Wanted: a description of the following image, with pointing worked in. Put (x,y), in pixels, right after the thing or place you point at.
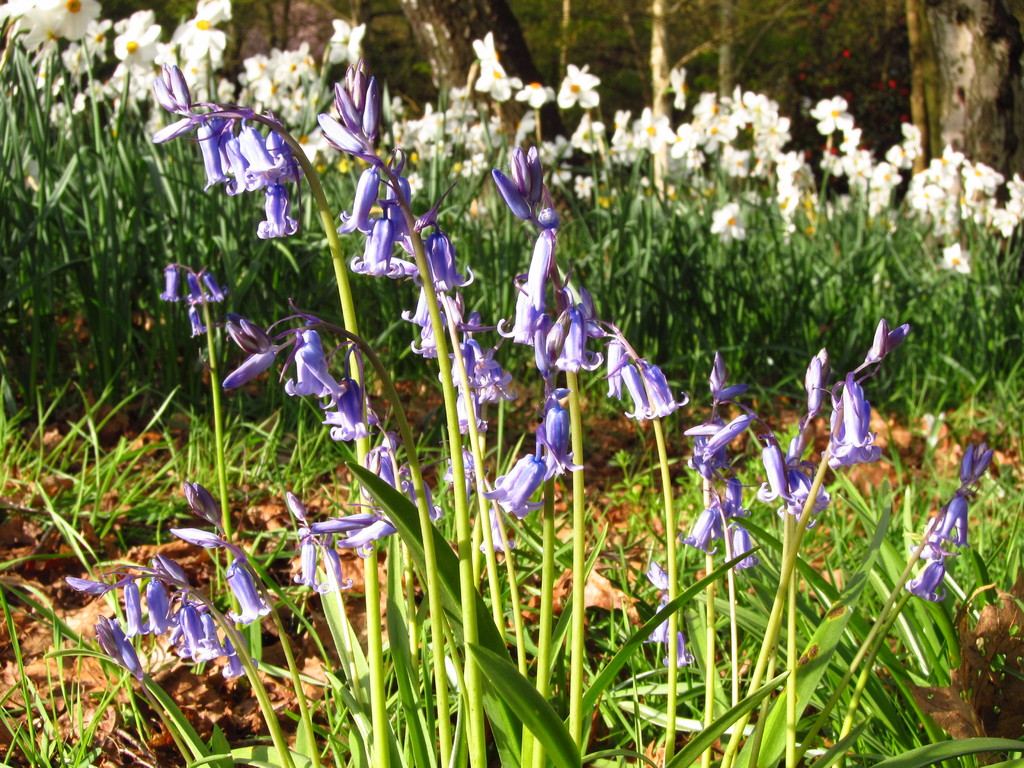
In this picture I can see plants (415,297) and I can see flowers (541,170) and I can see few trees (741,52) in the back (918,94).
